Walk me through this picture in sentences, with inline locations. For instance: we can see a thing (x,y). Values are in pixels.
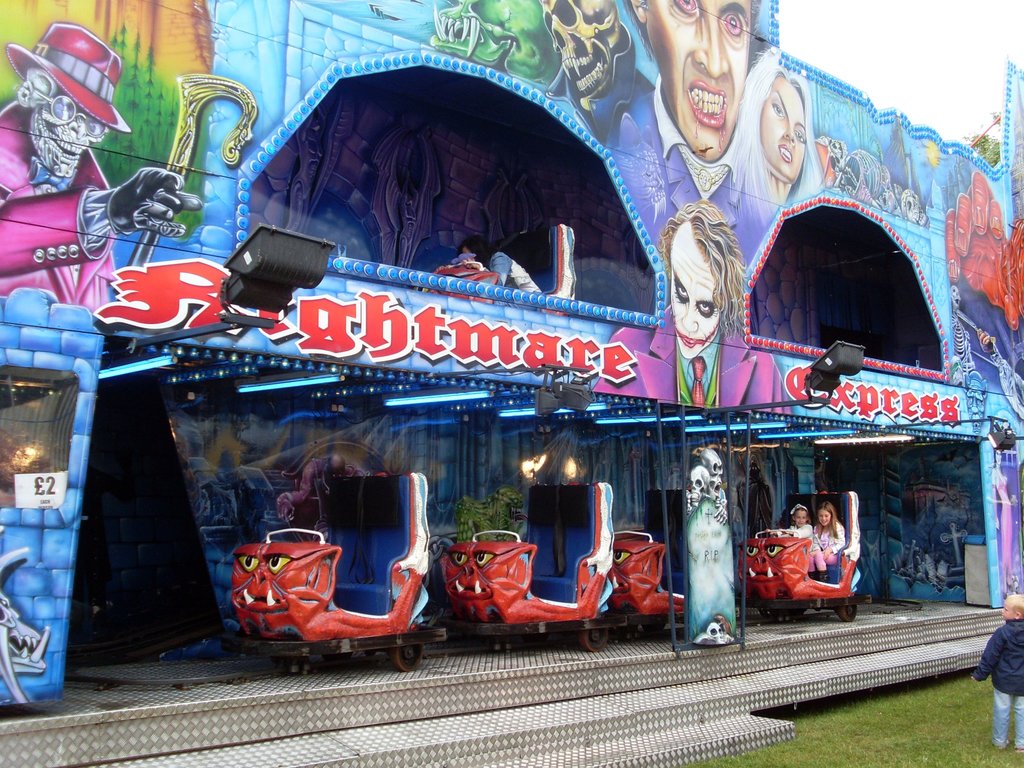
In the foreground (669,497) I can see grass (957,738), a boy (1004,690), metal rods (734,555), paintings (52,284), posters (487,336), lights (566,402) and two persons (797,525) are sitting on the seats (856,548) of a train (579,569) and so on. In the background (963,130) I can see trees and the sky (853,37). This image is taken may be during a day.
